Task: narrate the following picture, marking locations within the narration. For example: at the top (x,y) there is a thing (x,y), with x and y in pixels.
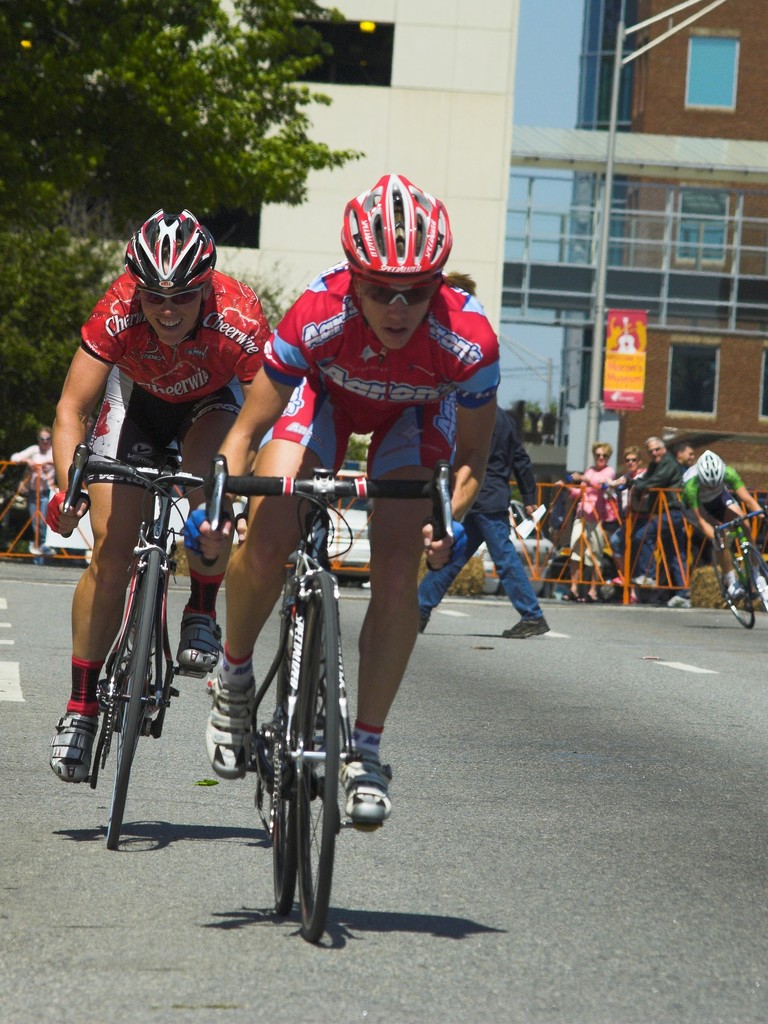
There are three people (193,639) riding bicycles (315,586) on the road (486,763) and wore helmets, few people (693,451) standing and this person (498,475) walking. We can see boards (614,406) on pole (597,352) and vehicles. In the background (457,51) we can see building (376,68) and trees (222,117).
